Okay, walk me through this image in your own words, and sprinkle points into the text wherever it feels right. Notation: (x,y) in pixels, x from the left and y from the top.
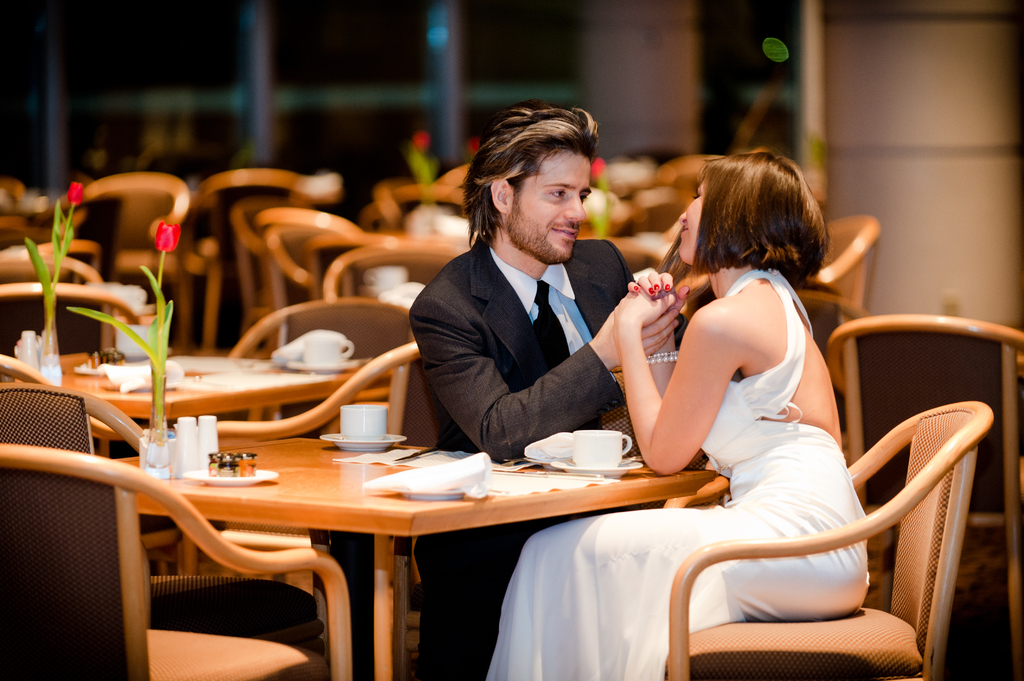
This image is taken inside a room (503,8). In this image there are two people (821,435), a woman (731,429) and a men (528,436). In the right side of the image (693,375) a woman (639,322) is sitting on a chair (928,487) wearing a white frock (639,558). In the middle of the image (497,389) a man (473,184) is sitting on the chair (397,366) wearing a suit (504,364) and there is a table (335,481), on top of it there are few things (152,440) and a flower (170,247). In this image there are many empty chairs (239,204) and tables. At the background (662,137) there is a wall (834,184).
